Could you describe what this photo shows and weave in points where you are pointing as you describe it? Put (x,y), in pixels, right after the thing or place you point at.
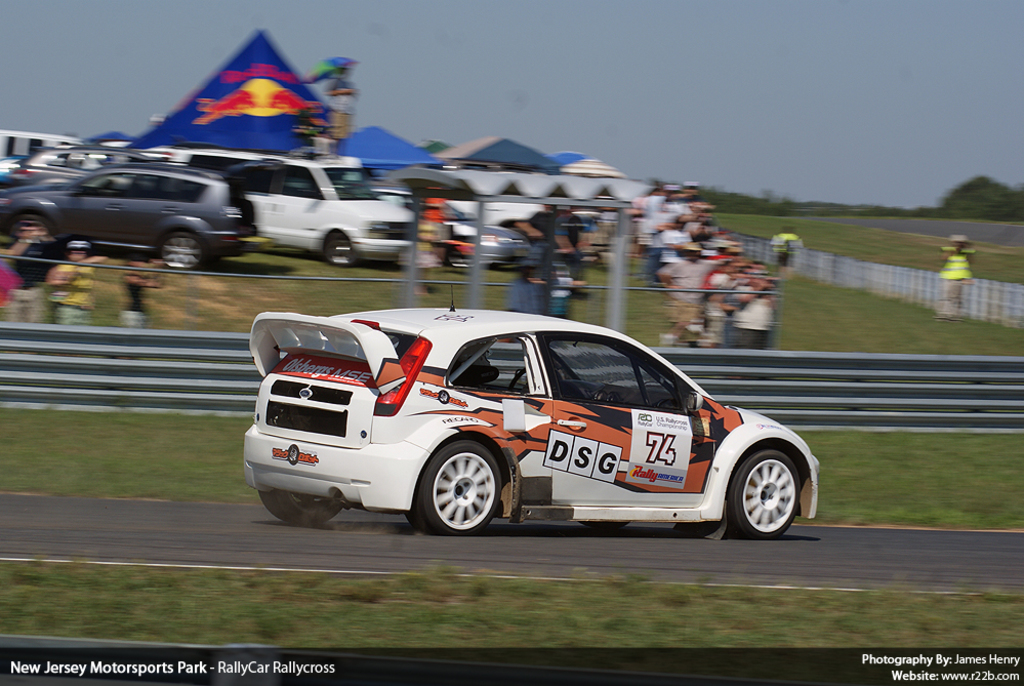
In this image we can see a car (512,431) moving on the road (505,535). In the background (511,196), we can see some sheds (223,117), a group of people (580,219) standing on the ground (858,305), fence (997,315), a group of trees (833,205) and the sky (733,65). At the bottom (916,662) we can see some text (303,668).
